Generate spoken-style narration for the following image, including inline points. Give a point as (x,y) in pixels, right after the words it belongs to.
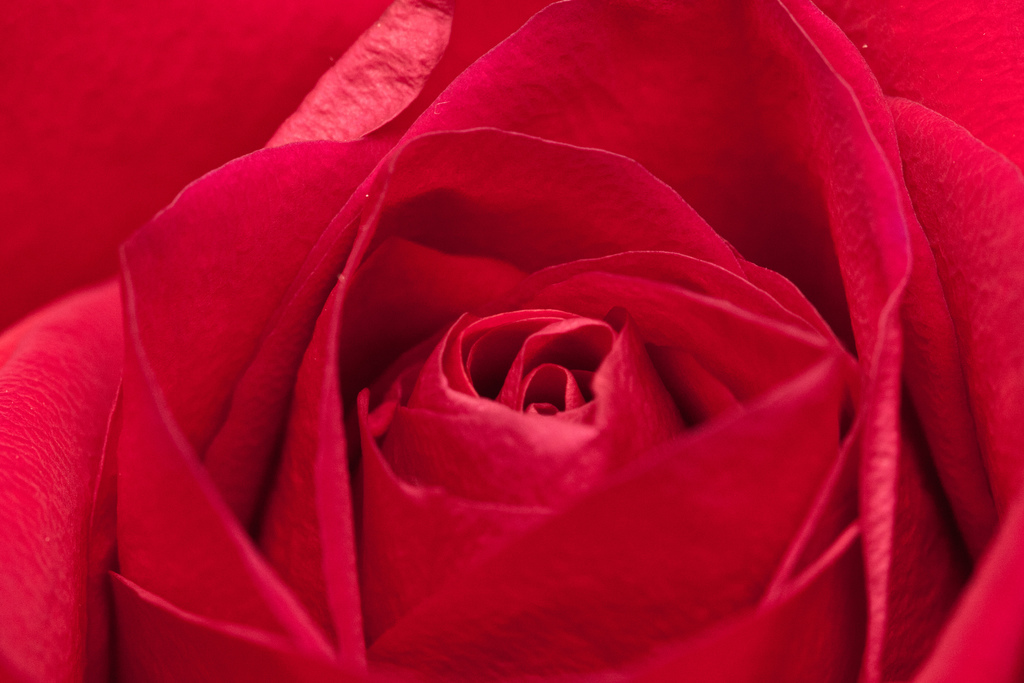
The image contain a red color flower (601,590) which have many petals (553,263).
